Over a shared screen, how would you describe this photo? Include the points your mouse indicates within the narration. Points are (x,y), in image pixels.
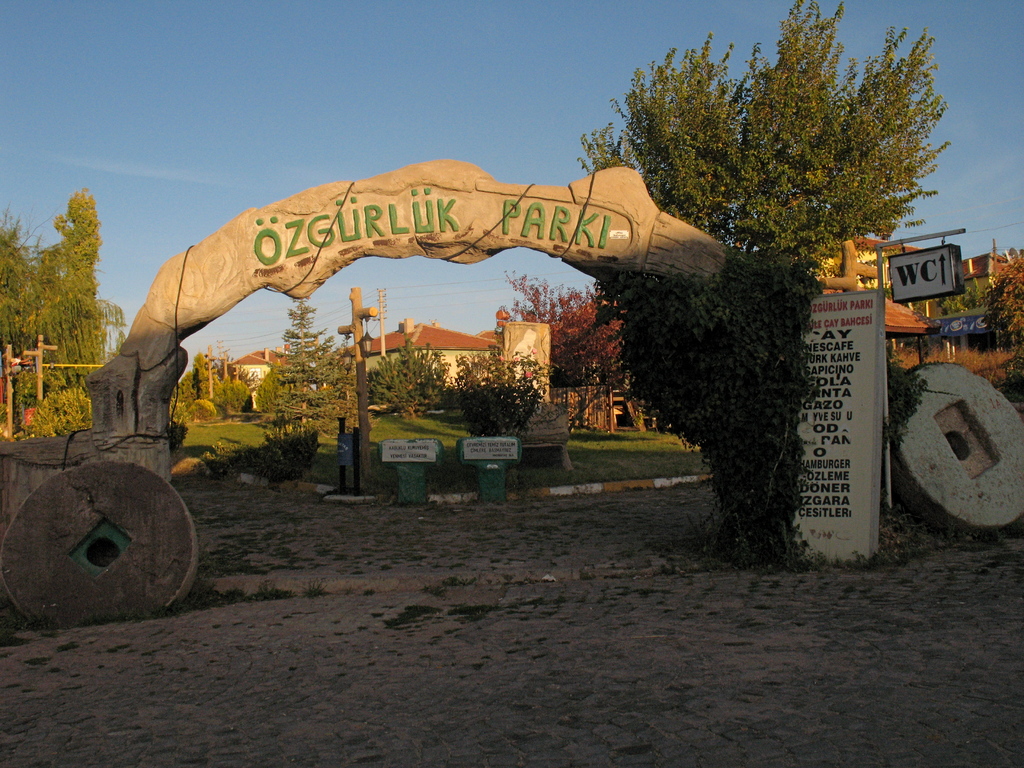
In the picture we can see the arch (19,485) of the park (544,437), beside it, we can see the plant (769,314) and some boards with information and behind the arch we can see the grass surface (400,423) with some plants (399,387), trees (321,393) and houses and in the background (423,310) we can see the sky (104,60).
